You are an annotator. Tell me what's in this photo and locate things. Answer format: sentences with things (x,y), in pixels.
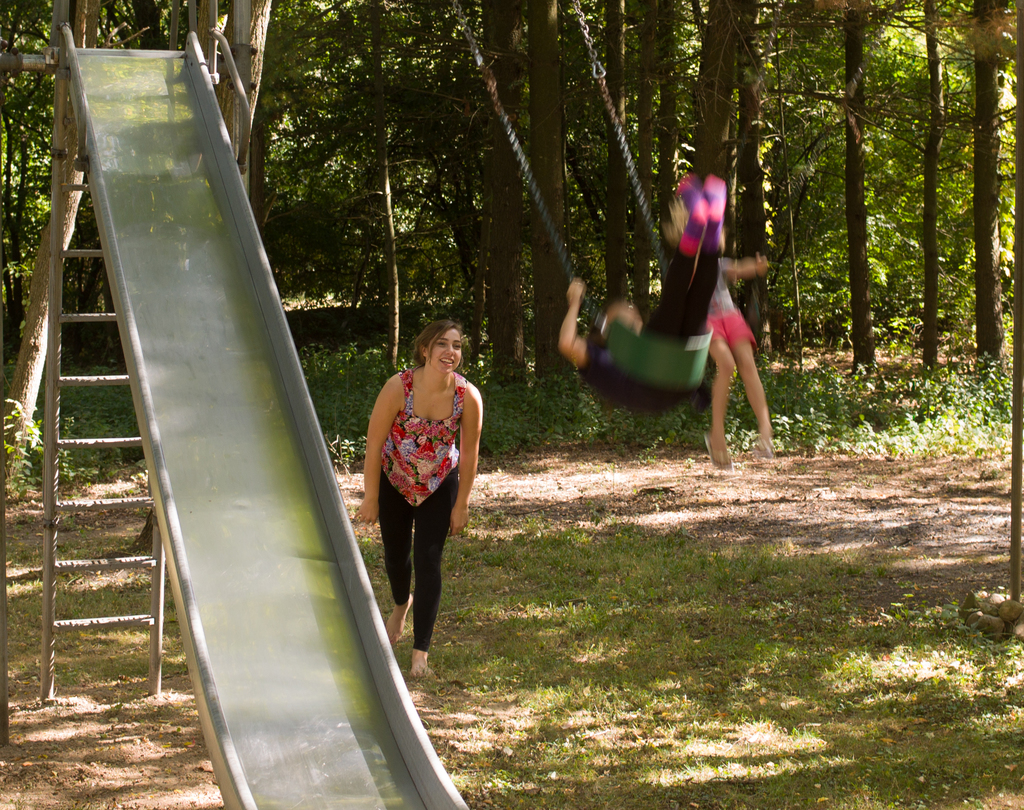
In this image, we can see people (733,319) and one of them is swinging. In the background (645,139), there are trees (367,79) and we can see a slide (187,364) and sticks (239,9). At the bottom (657,632), there is ground (651,669) covered with grass (652,691).
